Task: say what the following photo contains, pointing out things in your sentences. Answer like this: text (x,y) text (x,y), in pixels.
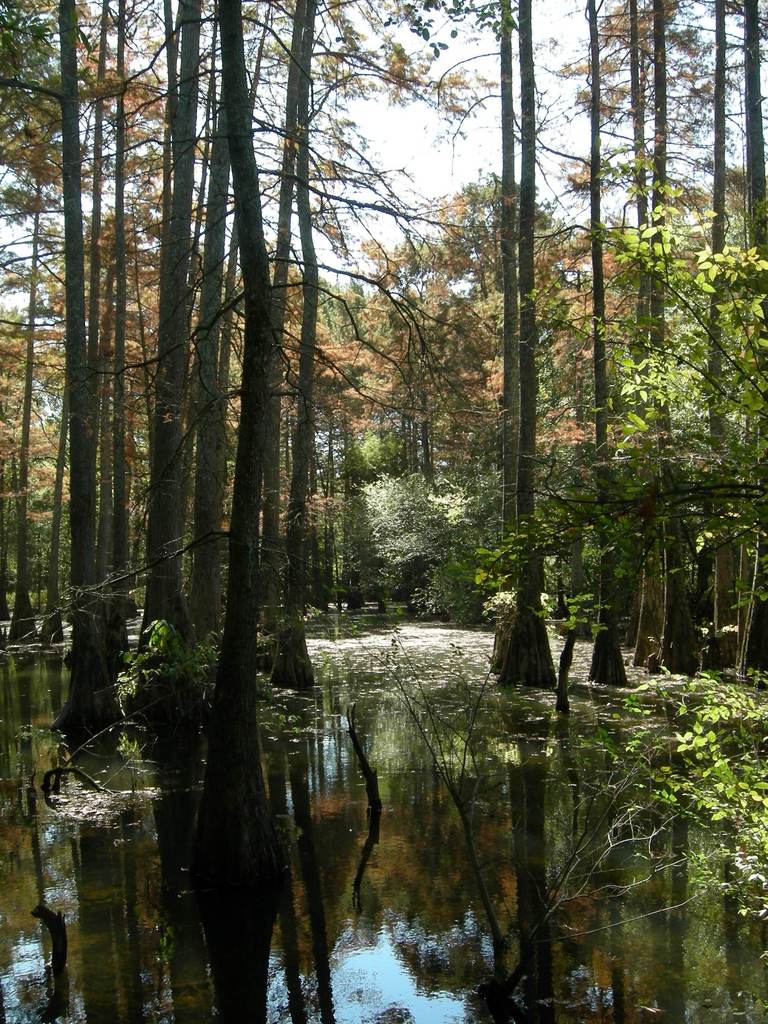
In this image I can see few trees (356,420) and water (445,821). The sky (370,124) is in white color.
